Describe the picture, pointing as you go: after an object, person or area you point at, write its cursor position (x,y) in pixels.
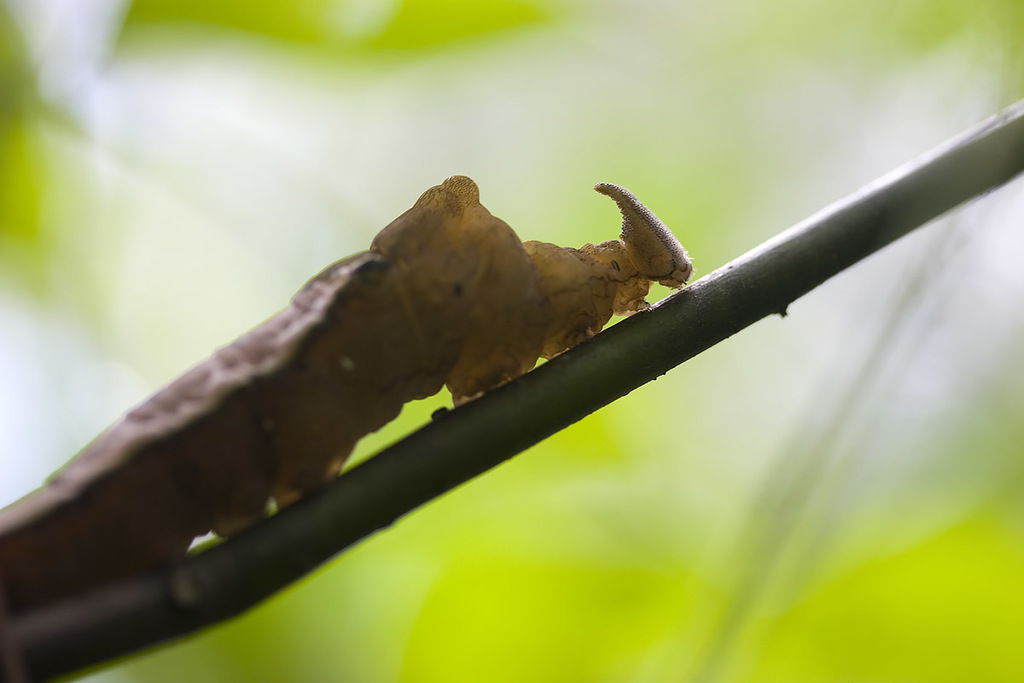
In this image we can see a worm (333,388) on the stem (573,409).
